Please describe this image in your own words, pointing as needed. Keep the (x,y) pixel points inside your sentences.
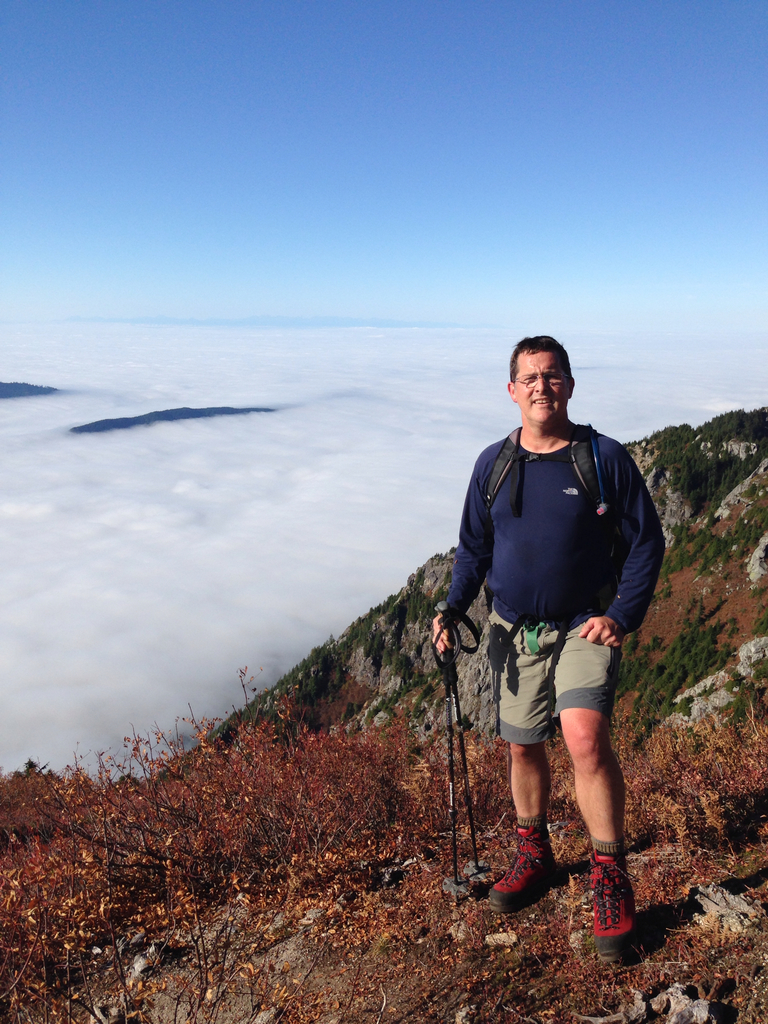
In this image we can see the person (467,579) standing and holding sticks (451,808) and there are plants (304,785) and grass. Beside the rock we can see the clouds (273,398) and the sky (367,126).
